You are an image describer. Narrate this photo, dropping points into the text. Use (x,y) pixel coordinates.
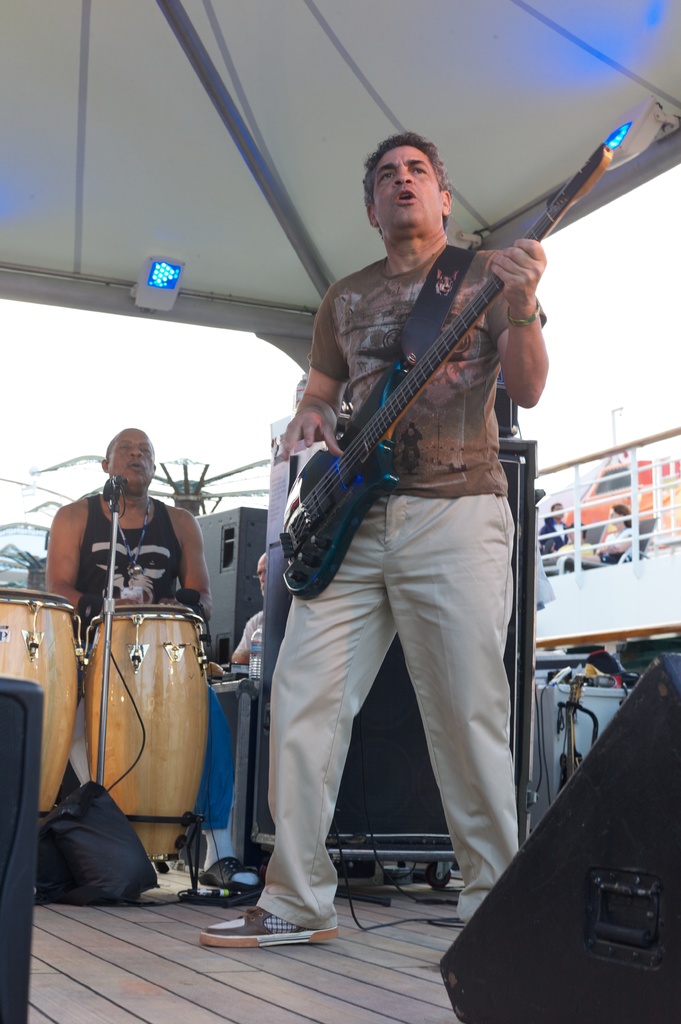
This picture we can see two person (137,525) performing a music on the open deck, a man (357,327) wearing brown t-shirt (371,374) standing and playing the guitar (378,431) in the front (339,486) and another man (158,553) behind sitting and playing the drums (138,752). On the Top (196,49) we can see foldable roof (190,244) with blue led lights (168,292) and Behind we see white iron railing (578,553) and in the bottom (305,1004) wooden maple flooring (178,982).
